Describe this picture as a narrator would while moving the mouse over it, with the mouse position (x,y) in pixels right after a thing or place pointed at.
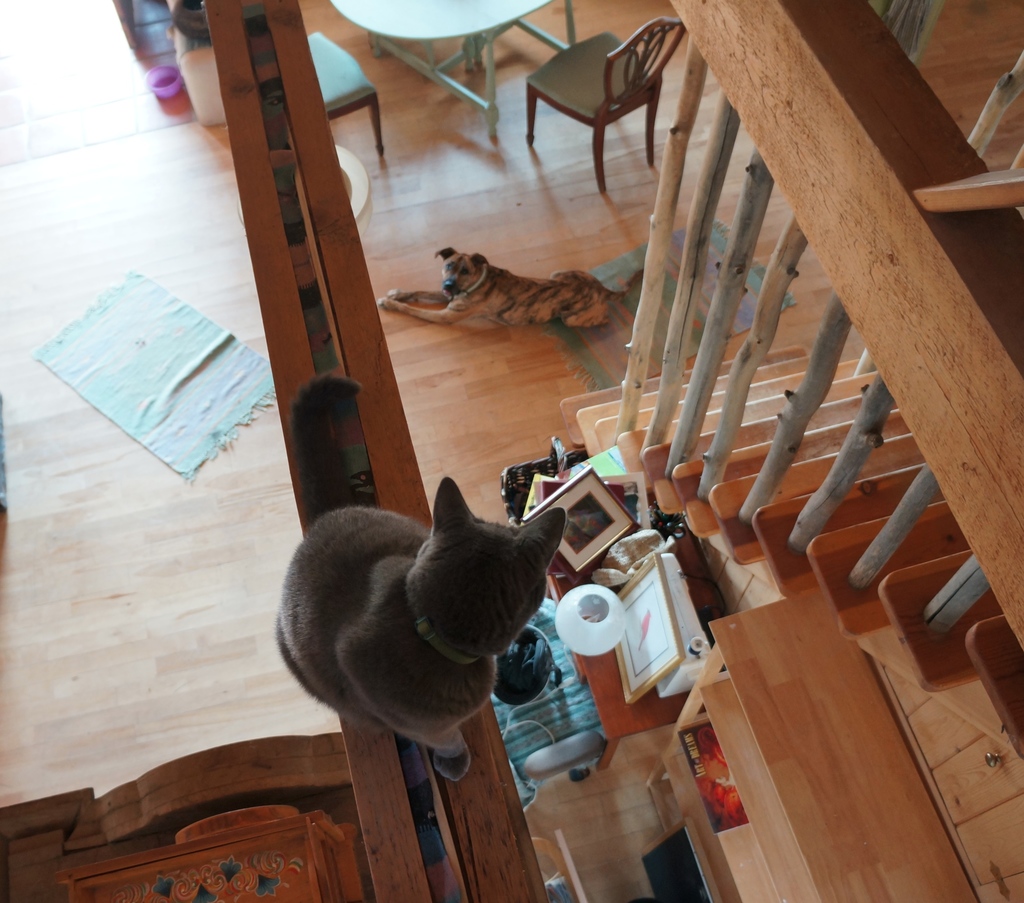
In this image I can see cat (465,589), dog (474,294). On the table (604,664) there are frames (632,664). There is a chair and a stairs (903,466).
